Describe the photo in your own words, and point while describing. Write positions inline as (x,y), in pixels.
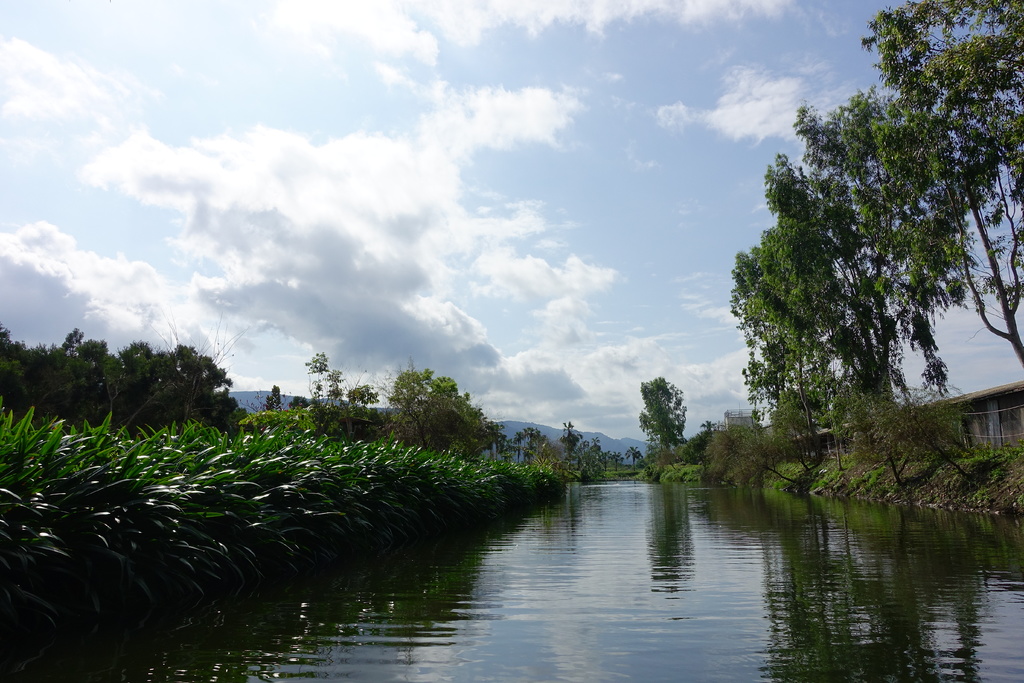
In the picture we can see a water (633,545) and around it we can see plants (177,462), trees (471,420) and sky (515,367) with clouds (408,271).
